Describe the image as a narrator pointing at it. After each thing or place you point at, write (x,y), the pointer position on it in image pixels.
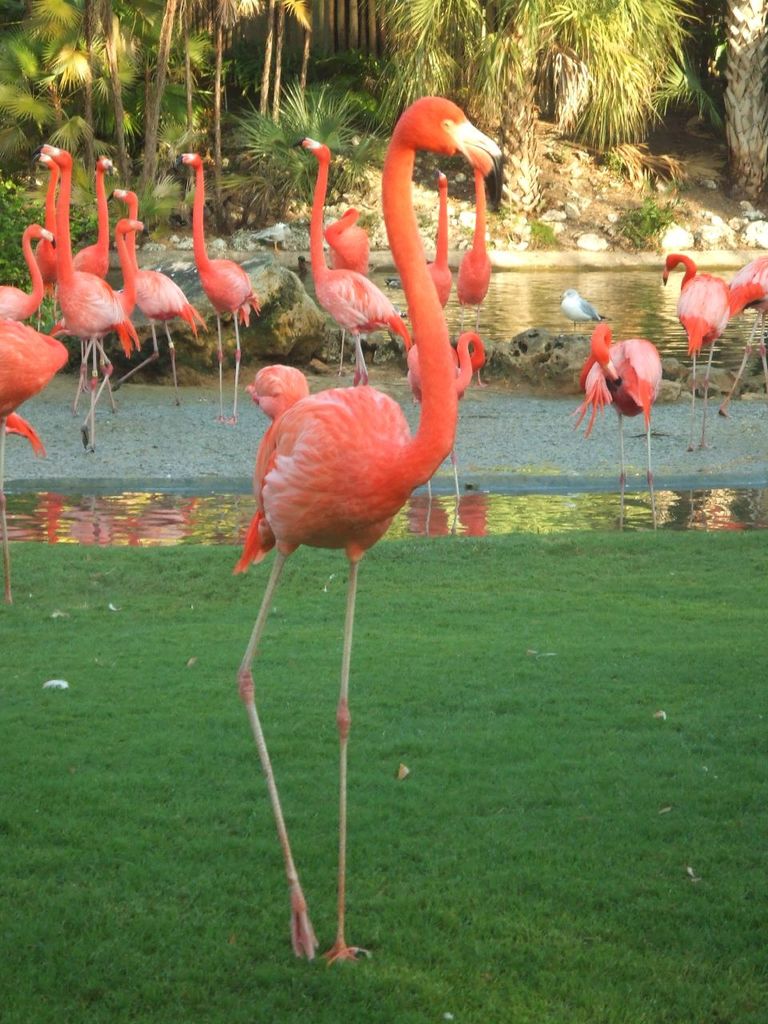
In this image we can see many birds (15,385) and there are many grasses (459,617) on the ground (414,648) in the middle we can see the water (682,352) and in the background (90,190) we can see many trees (135,70).
